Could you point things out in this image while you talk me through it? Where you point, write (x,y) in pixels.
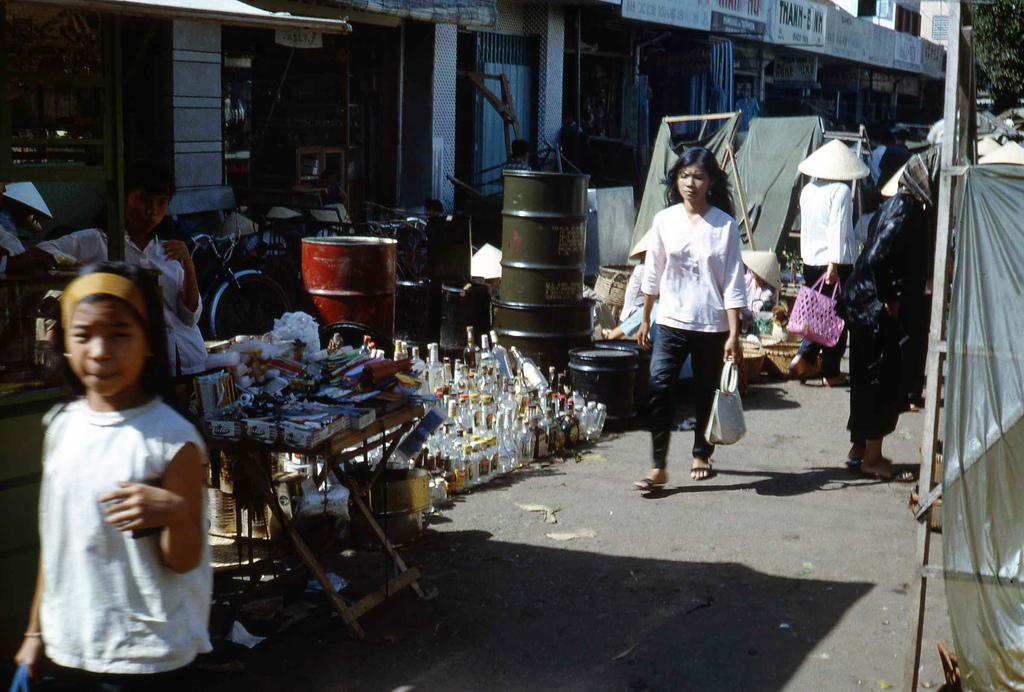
At the bottom (818,625), we see the road (814,642). On the right side (949,337), we see a sheet (977,445) in white color. Beside that, we see a woman (888,423) is standing. In the middle (681,241), we see a woman (714,275) is holding a handbag (719,406). Behind her, we see a woman (839,287) is holding a pink basket (834,308). At the bottom (131,615), we see a girl (156,523) is standing. Beside her, we see a table (377,421) on which the objects (297,403) are placed. Beside that, we see a man (153,266) is standing. Behind him, we see the bicycles (238,280) and a red color drum (342,300). Beside that, we see the glass bottles (474,443) are placed on the road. Beside that, we see the drums (550,259) in green color. Behind that, we see a grey color sheet (788,148). There are trees (995,57) and buildings (848,76) in the background (722,100). In the background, we see the people (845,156) are standing.
